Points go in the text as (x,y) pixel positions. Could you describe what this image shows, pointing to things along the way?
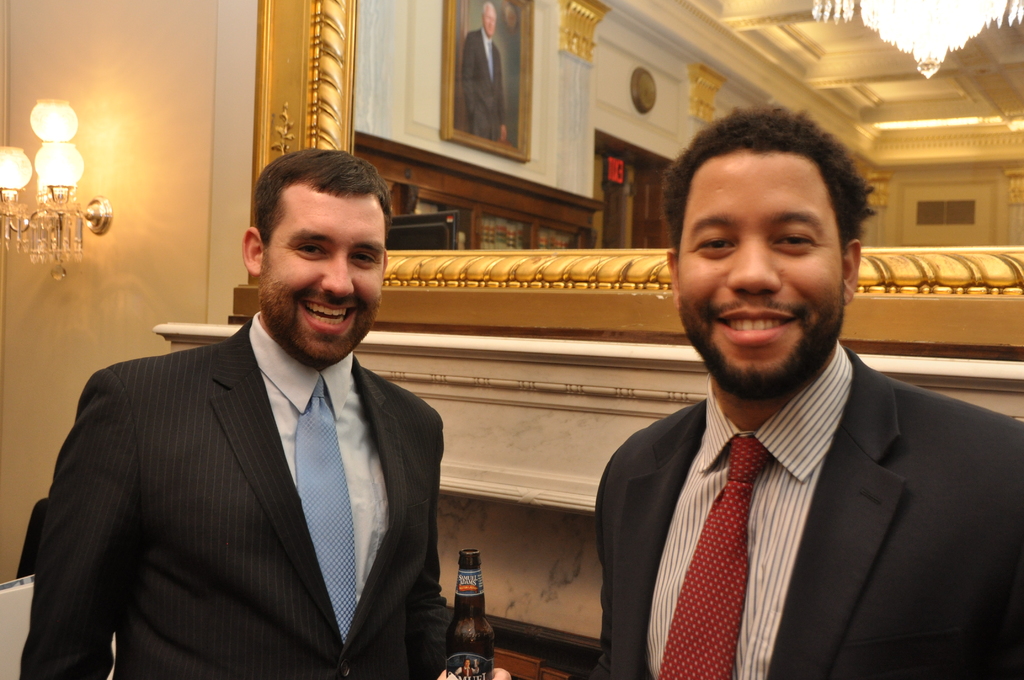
There is a man (140,425) holding a bottle (463,554) on the left side of the image (212,406) and another man (809,483) on the right side (774,394), there are lamps (40,123) on the left side (9,195), it seems like a mirror (622,112) behind them, where we can see a photograph (519,68) and a chandelier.
